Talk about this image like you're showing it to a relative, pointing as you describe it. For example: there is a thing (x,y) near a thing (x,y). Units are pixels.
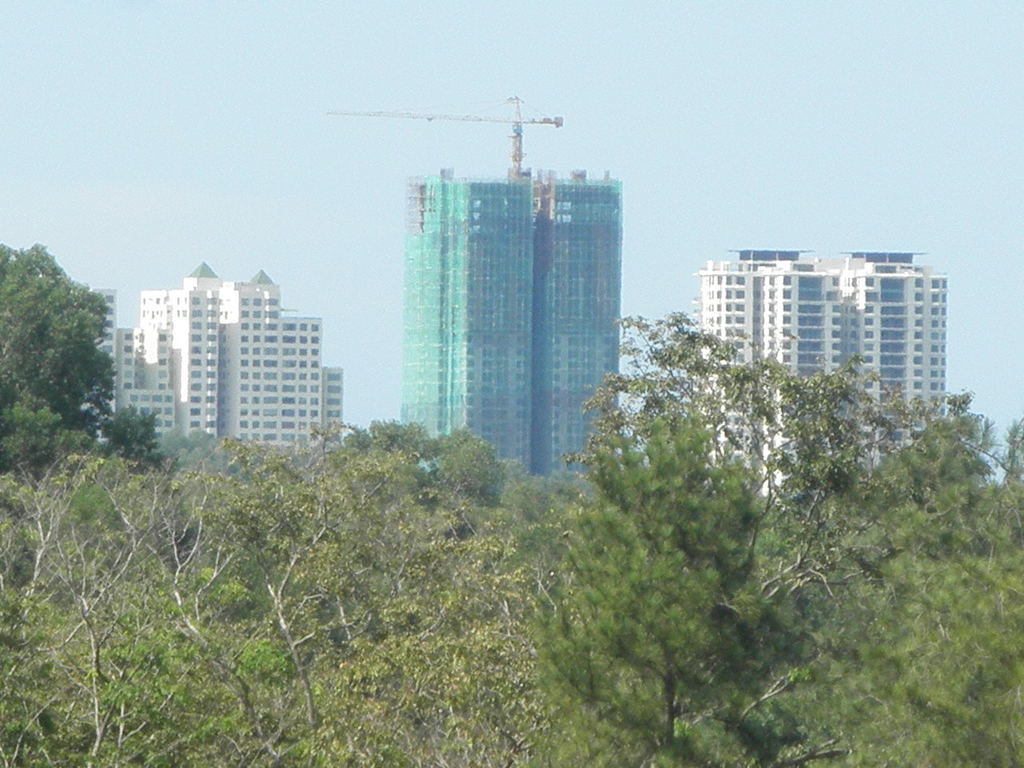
This picture shows few buildings (336,392) and we see few trees (32,275) and a clear sky (485,42).
